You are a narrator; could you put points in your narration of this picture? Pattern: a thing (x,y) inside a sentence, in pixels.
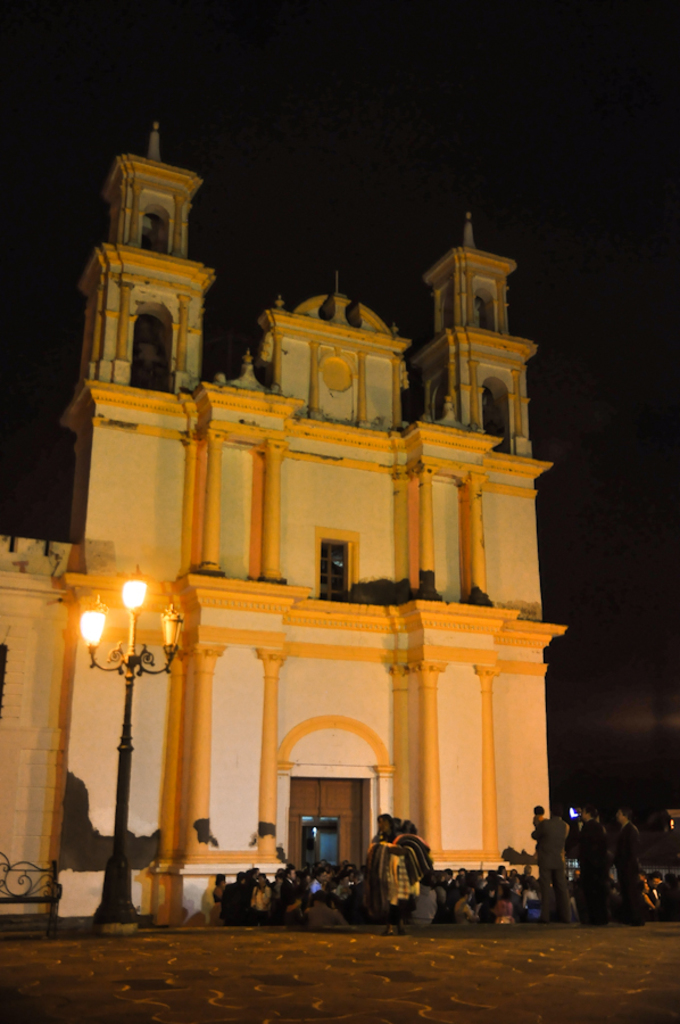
In this picture we can see a building (392,598), there are some people (589,899) standing here, on the left side (138,607) there is a pole (121,752) and lights (127,600), we can see the sky (430,133) at the top of the picture (426,90).
